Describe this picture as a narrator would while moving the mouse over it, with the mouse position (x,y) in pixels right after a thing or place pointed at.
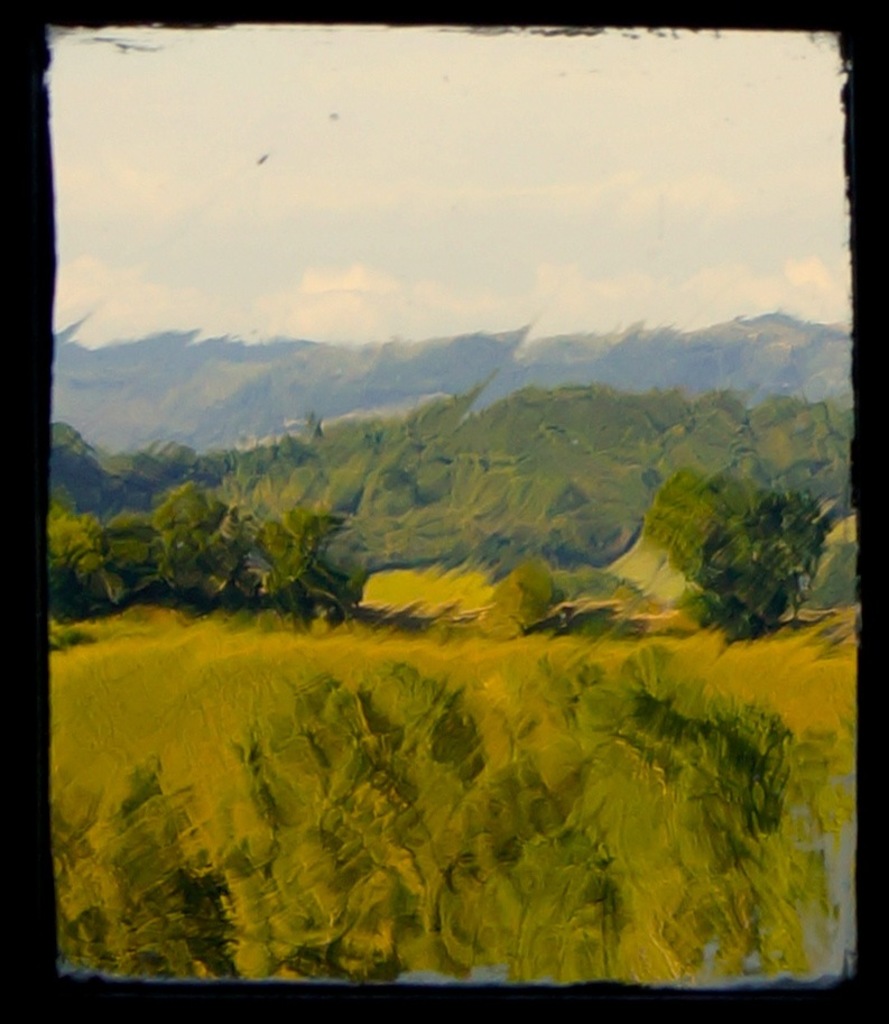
This is the picture of a painting (518,639) in which there are some mountains (523,480), trees (534,566), plants (667,735), grass (707,728) and some clouds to the sky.
